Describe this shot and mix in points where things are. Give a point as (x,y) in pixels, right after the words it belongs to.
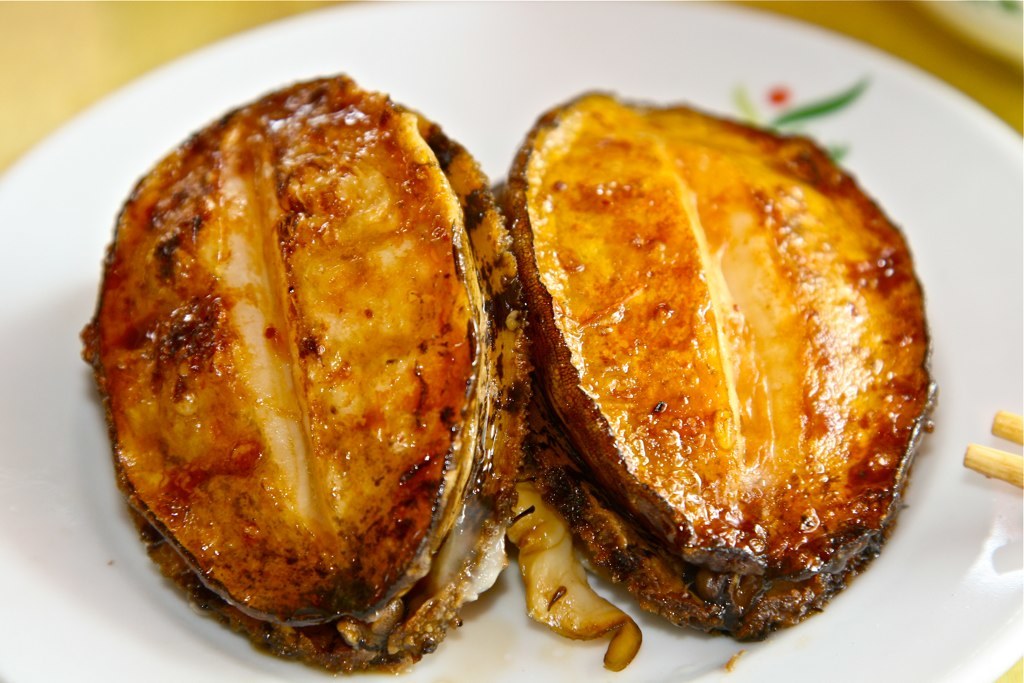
In this image I can see the plate (23,327) with food (313,162). The plate (482,657) is in white color and the food (354,248) is in brown and black color. It is on the brown color surface (39,32) and it is blurry.
